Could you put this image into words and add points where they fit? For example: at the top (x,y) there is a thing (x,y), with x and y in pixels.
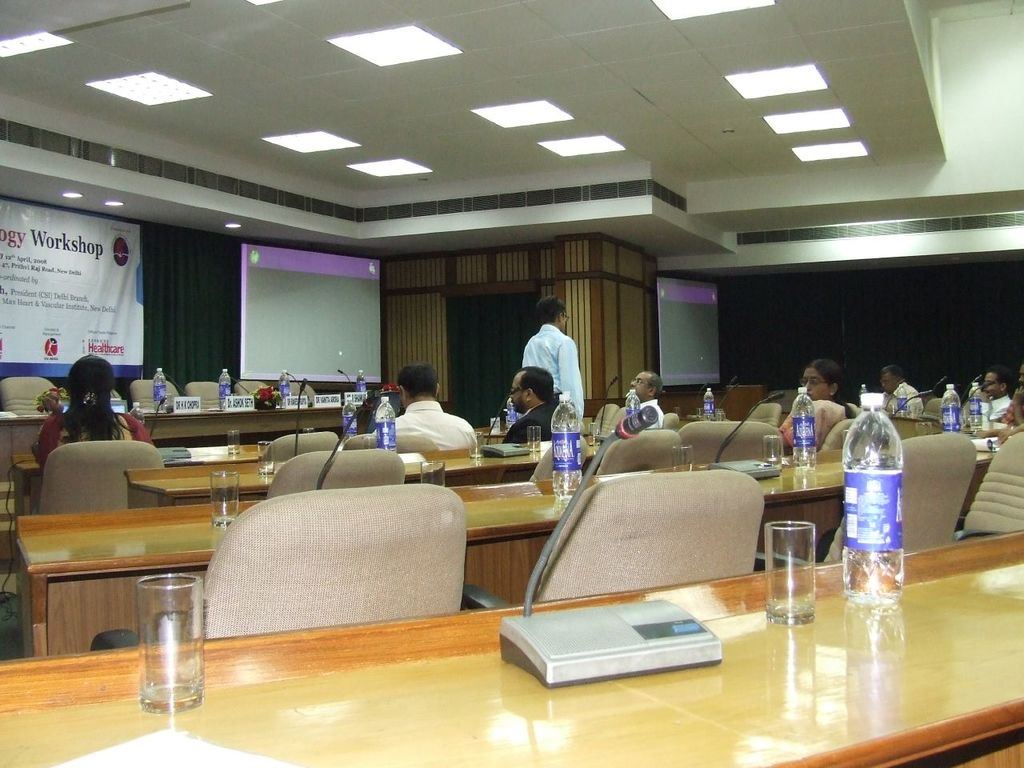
In the foreground of the image (424,759) we can see chairs (652,551) and a table (582,749) on which a glass (797,594) and water bottle (872,602) is there. In the middle of the image (638,385) we can see some persons (913,387) are sitting on the chairs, a projector display (269,301) and a banner (73,265) are there. On the top of the image (679,140) we can see the roof (433,74) and lights (366,56).
